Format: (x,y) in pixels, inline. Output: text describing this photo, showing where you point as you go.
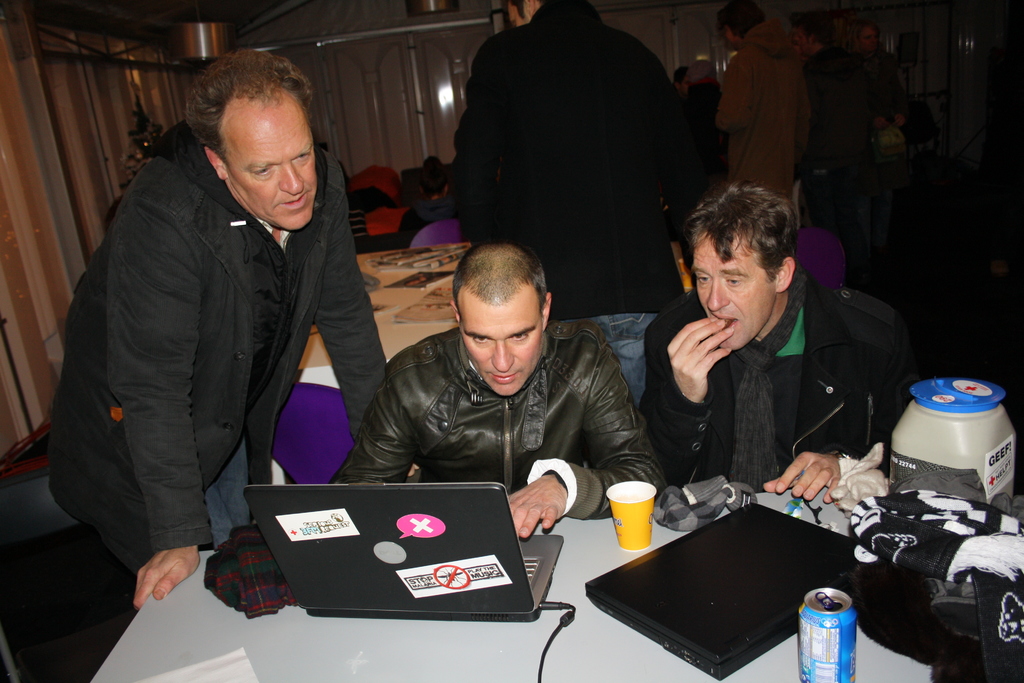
In the center of the image (611,434) we can see two persons (548,429) sitting at the table (243,614). On the table (284,618) there is a cloth (248,577), laptops (448,579), container (919,455), glass (622,523) and a tin (829,660). In the background (878,168) there are persons (704,181), table (398,297), cupboards (392,118), curtains (48,211) and wall (432,53).
